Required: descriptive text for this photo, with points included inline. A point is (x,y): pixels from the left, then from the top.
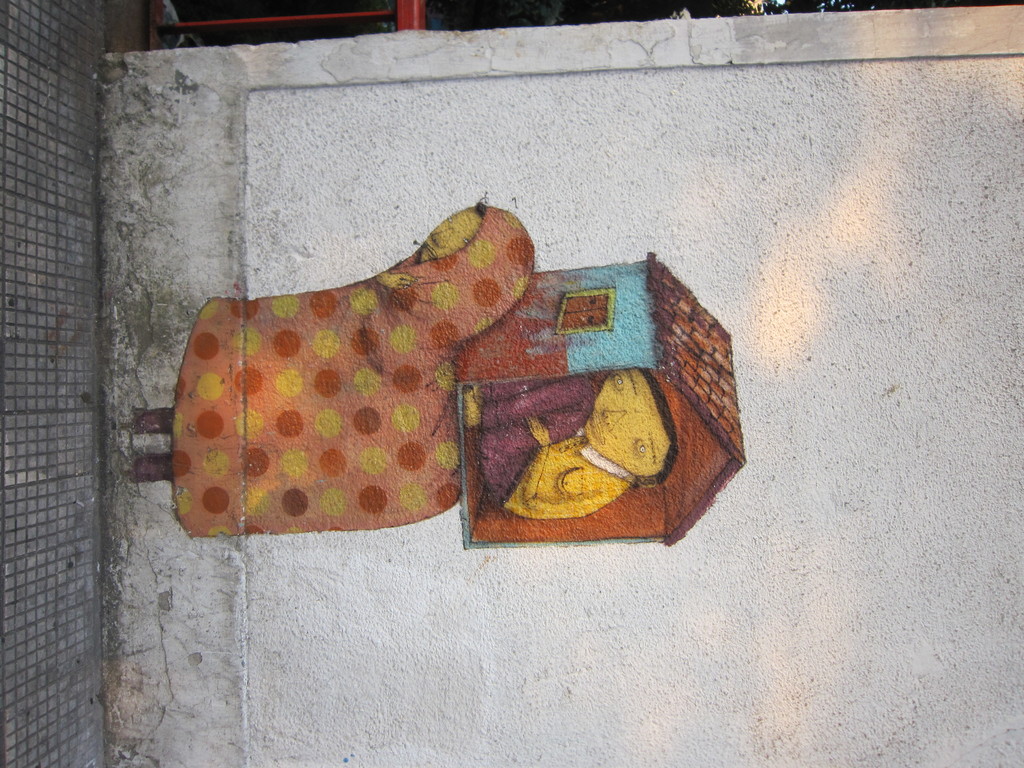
In the image we can see this is a wall (876,405) and on the wall (821,424) there is a painting (476,410), this is a street (30,394).
